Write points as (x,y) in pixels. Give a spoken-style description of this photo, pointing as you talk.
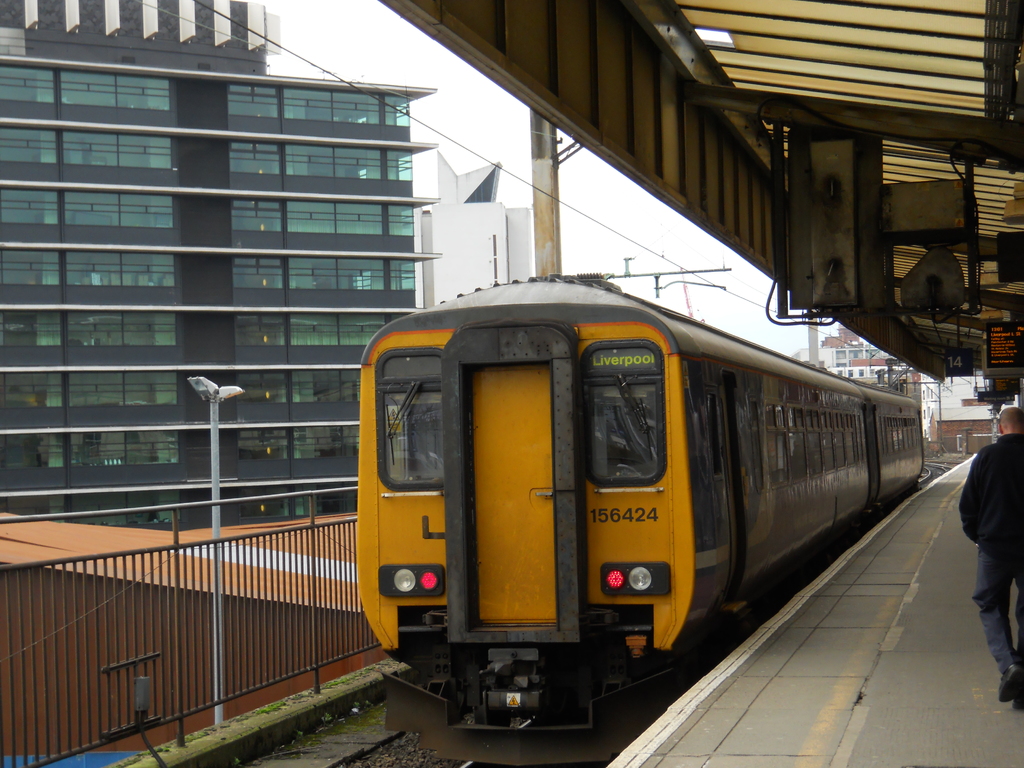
In this image I can see a train (728,556). There is a platform (854,631) and there is a person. There are buildings (205,436), iron grilles (185,577), poles (217,405), lights (232,392) and in the background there is sky (475,142).
